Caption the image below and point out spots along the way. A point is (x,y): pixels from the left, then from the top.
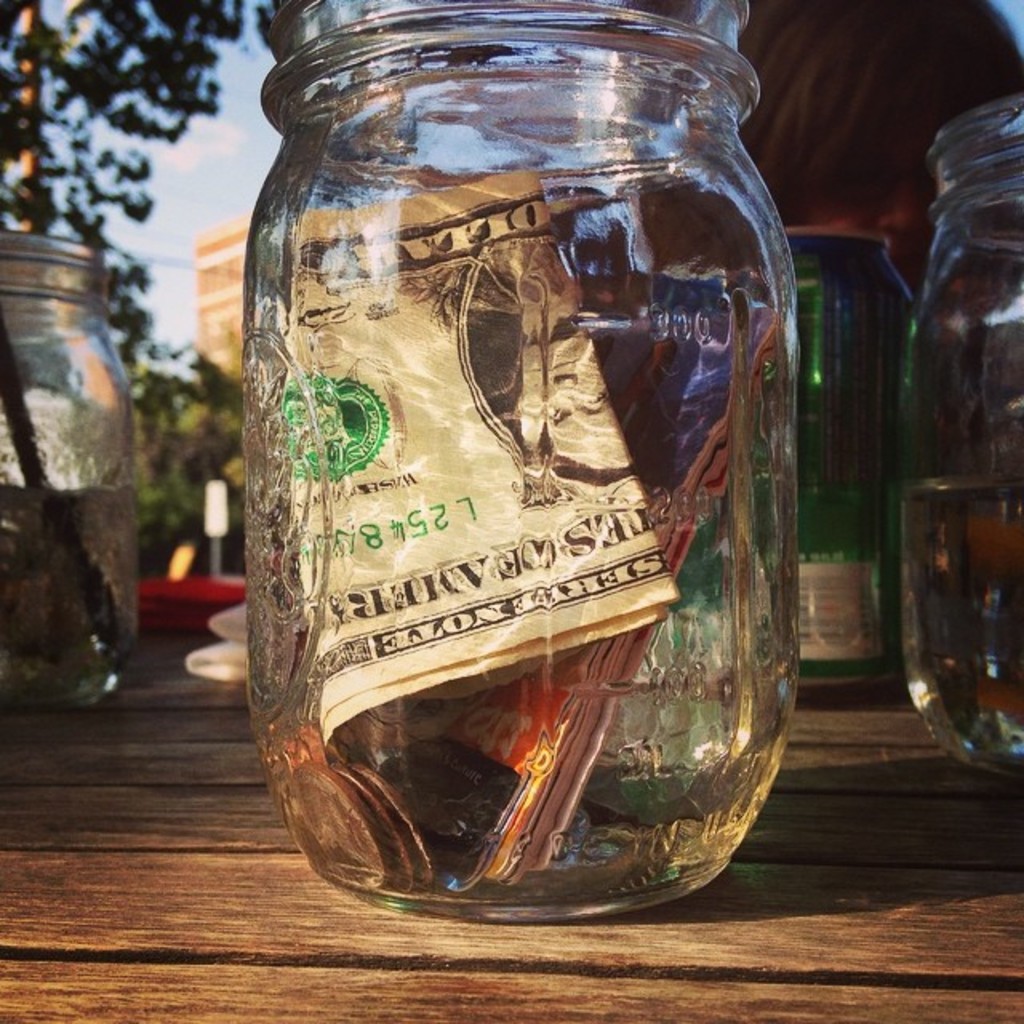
In this image we can see jars (787,485) and a tin (862,628) placed on the table (325,933). In the center (488,441) we can see a jar (512,826) containing money (466,601). In the background (209,303) there is a building (214,296), tree (51,174) and sky (197,153).
